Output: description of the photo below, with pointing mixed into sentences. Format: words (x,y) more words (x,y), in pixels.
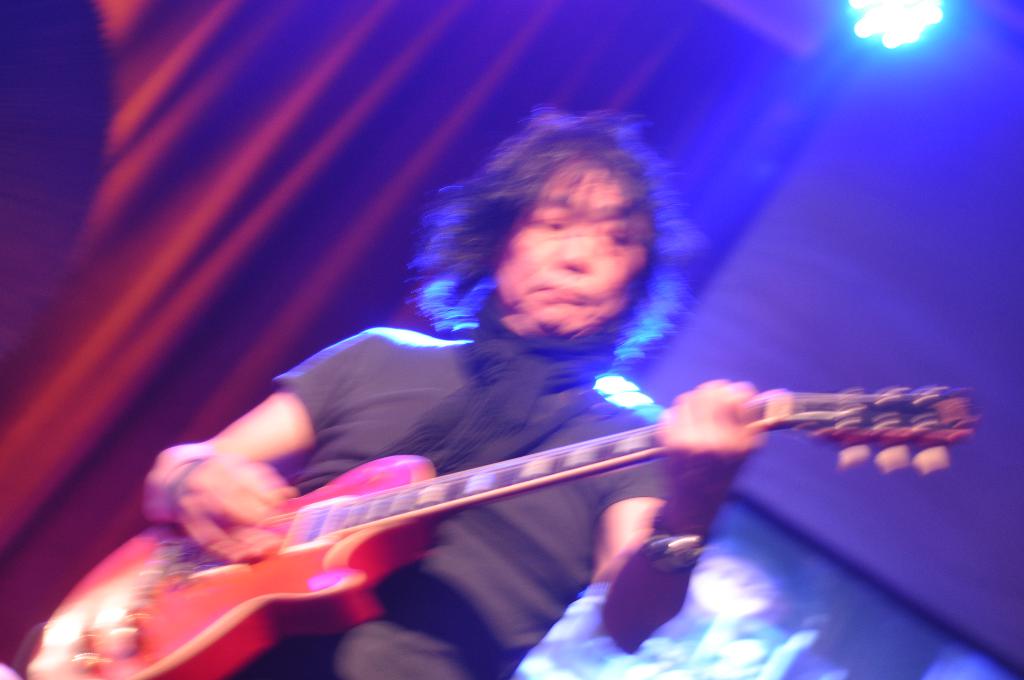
This man (488,219) is playing a guitar (383,512) and wore scarf (529,369). On top (893,12) there is a light (879,9). This is red curtain (288,211).
